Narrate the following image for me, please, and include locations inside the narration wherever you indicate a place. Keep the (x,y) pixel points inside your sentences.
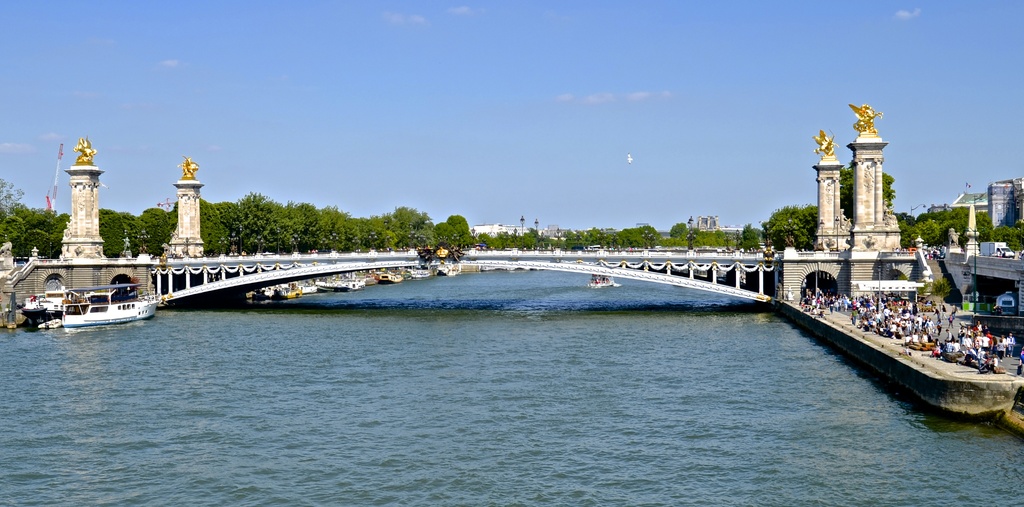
This is an outside view. At the bottom (502,433), I can see the water (146,372) and there are few boats (396,274). In the middle of the image (375,260) there is a bridge (404,259) and I can see four pillars (861,176) on which there are statues (833,145). On the right side (916,310) there are many people (894,314) on the road (1009,370) and also I can see few buildings (1006,224). In the background (375,246) there are many trees (302,229). At the top of the image (480,69) I can see the sky (356,67).
